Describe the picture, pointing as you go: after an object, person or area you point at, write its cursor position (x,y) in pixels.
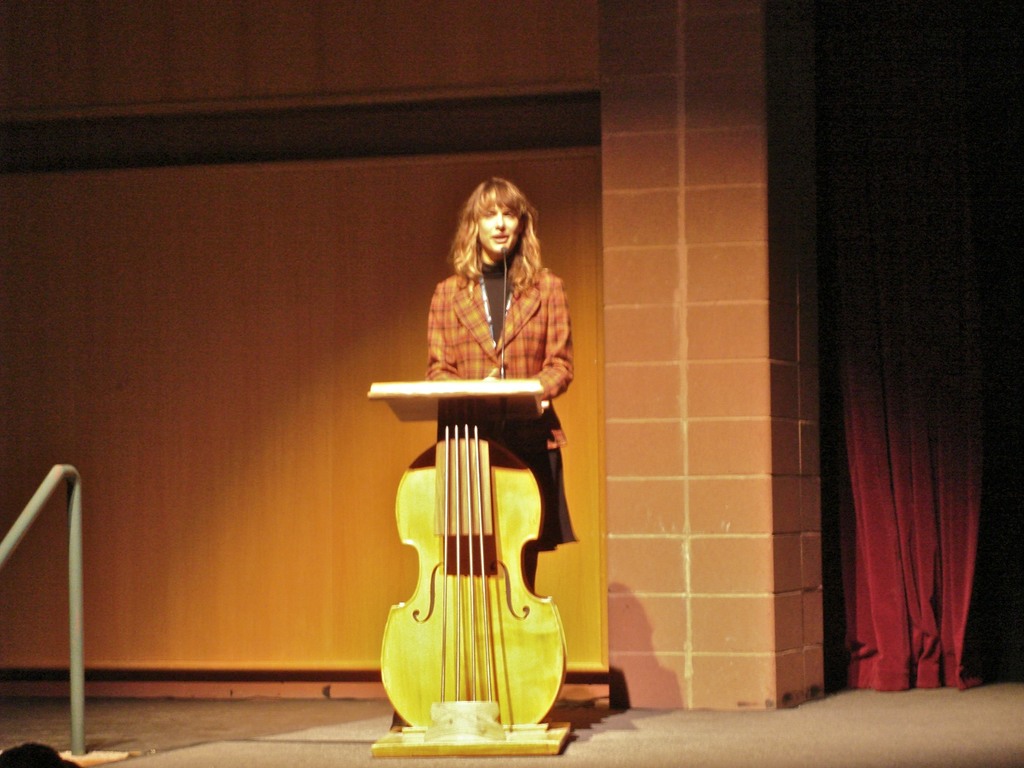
This picture shows a woman (491,321), standing near a podium (434,543) which is in the shape of a string instrument (468,531). In the background (275,344), there is a wall (304,390) and a red colored, curtain (847,489) here.
